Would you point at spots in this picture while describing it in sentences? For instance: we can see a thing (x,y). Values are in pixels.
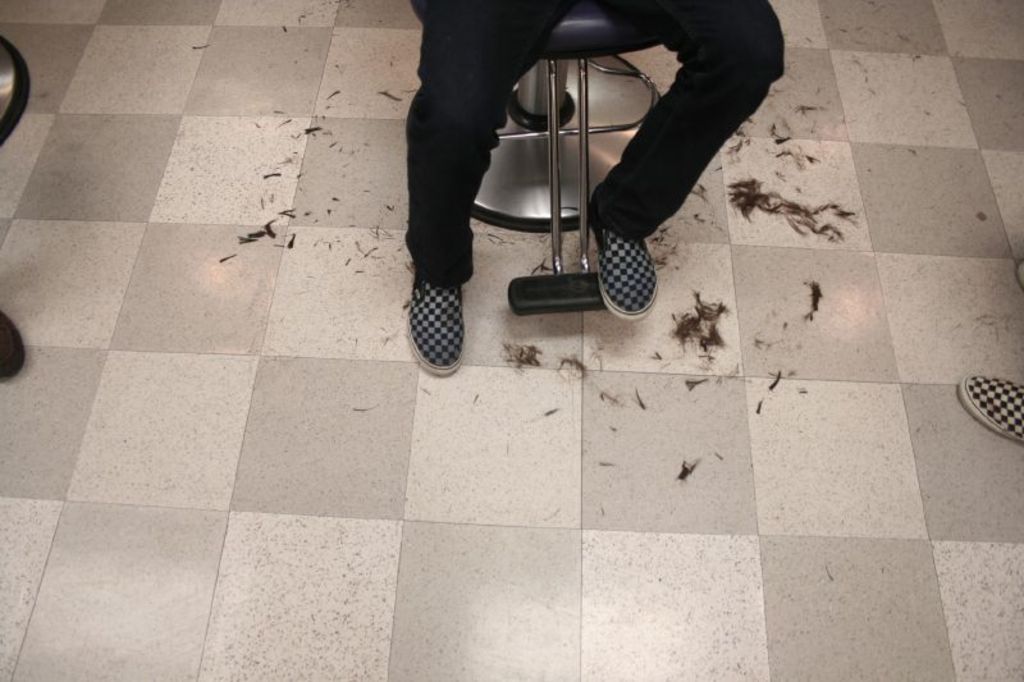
In this image we can see two legs (716,81) with shoes (448,308) on the chair (579,280), two chairs (529,231), one shoe (990,394) and some hair (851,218) on the floor (326,252).
